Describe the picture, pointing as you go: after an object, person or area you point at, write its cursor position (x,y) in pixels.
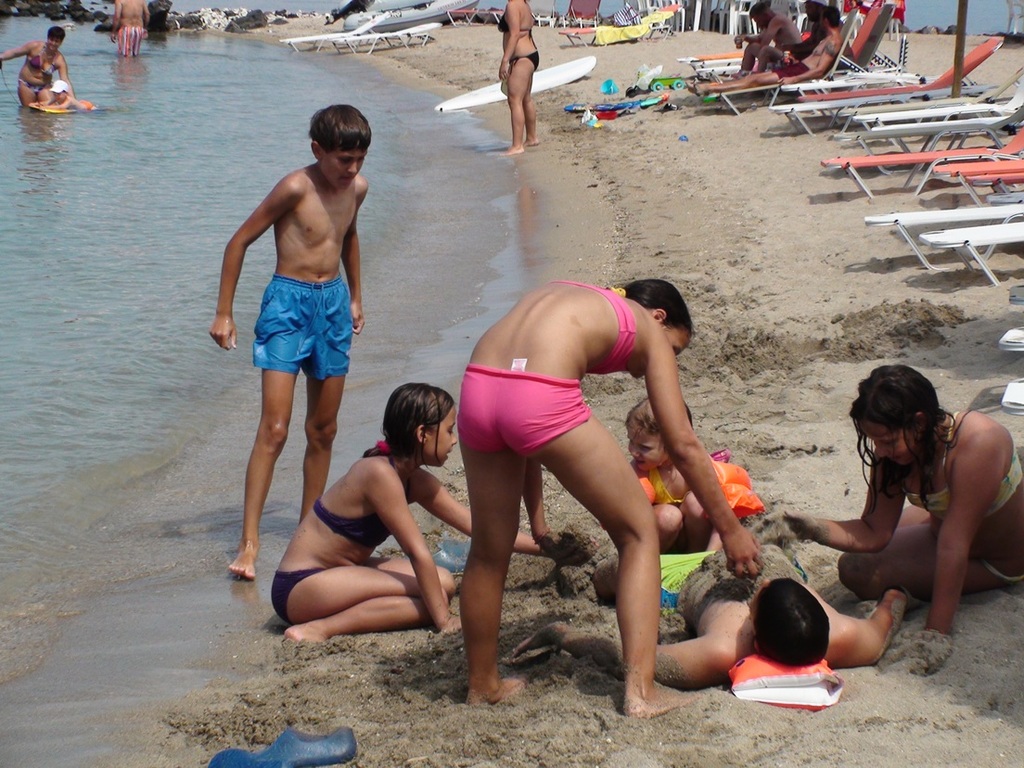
On the left side (80,254) there is water (87,224). Some people (57,82) are in the water (102,36). On the right side (915,171) there are benches (919,159). On the sea shore (531,169) some people (485,361) are there. Also a person (708,607) is lying on the sand (723,687) with a pillow (749,696). In the background (234,28) there are rocks (201,14).
